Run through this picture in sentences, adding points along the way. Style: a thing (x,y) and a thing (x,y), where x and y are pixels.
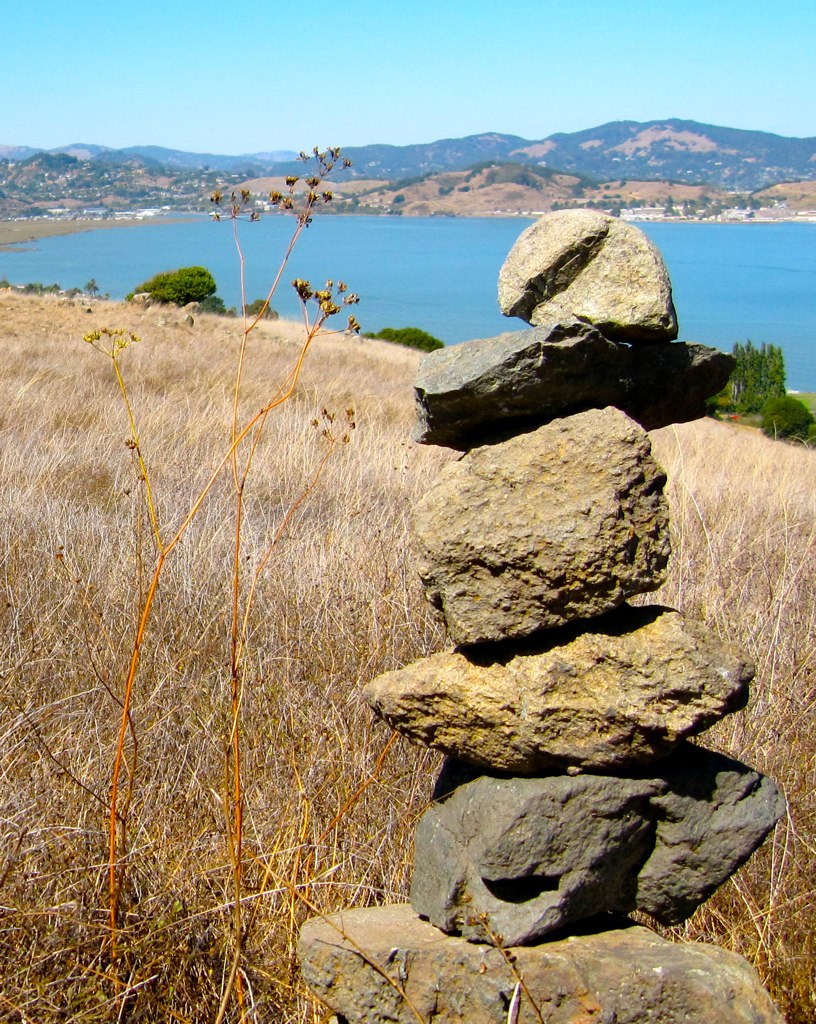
In the foreground of the image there are stones (429,572). At the bottom of the image (72,792) there is grass (234,827). In the background of the image (34,190) there are mountains (395,159). There is water (362,261).
